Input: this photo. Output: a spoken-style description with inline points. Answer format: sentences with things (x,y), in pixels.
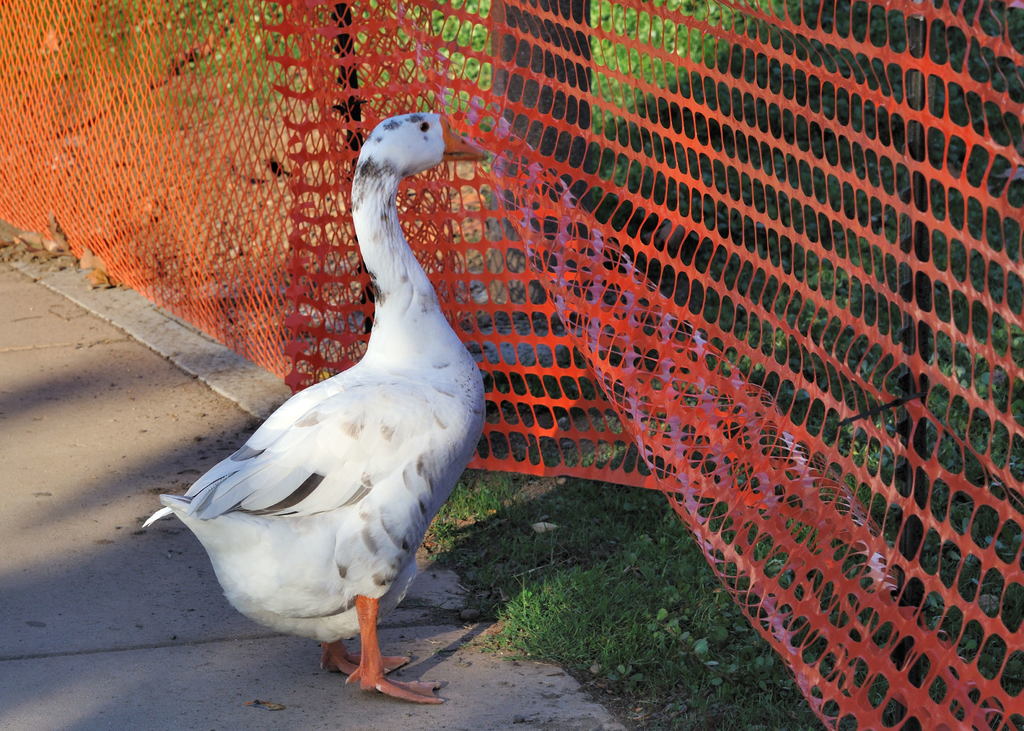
In this picture there is a duck (408,474) who is standing on the ground (427,720). In front of the bird (396,455) we can see a red color fencing (447,210). At the top (574,0) there is a tree (563,10) and grass (697,32).
